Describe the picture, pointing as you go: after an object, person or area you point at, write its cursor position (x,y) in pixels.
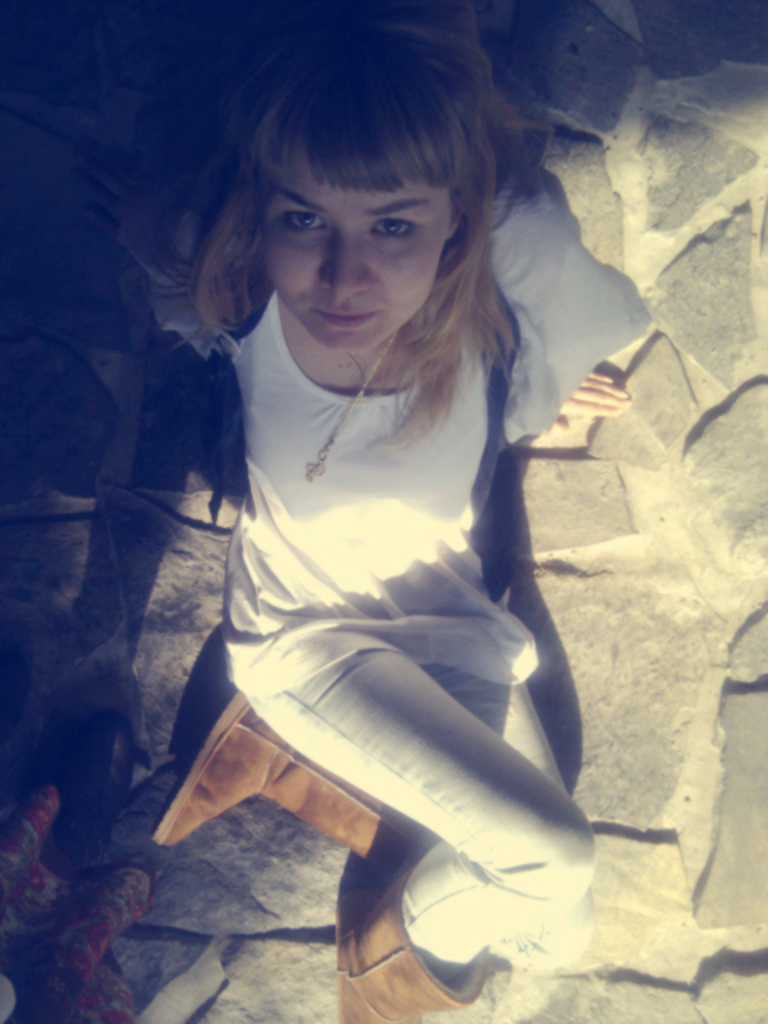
This image is taken outdoors. At the bottom of the image (655,875) there is a floor (647,181). In the middle of the image (288,468) there is a girl (430,815) sitting on the floor (165,1000).
